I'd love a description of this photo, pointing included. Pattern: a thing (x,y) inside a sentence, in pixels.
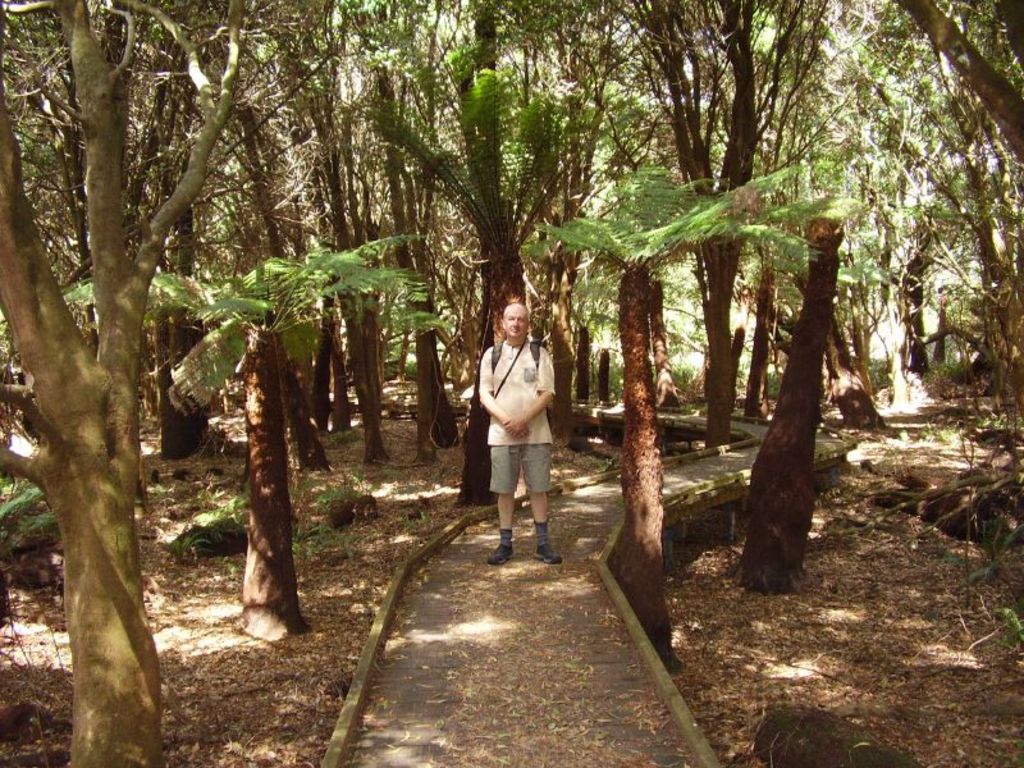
In the center of the image (504,353) there is a man (496,430) standing on the walk way (518,595). On the right (847,180) and left of the image (190,392) we can see stones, trees (57,511) and grass (18,501). In the background (76,154) we can see trees (476,156).
